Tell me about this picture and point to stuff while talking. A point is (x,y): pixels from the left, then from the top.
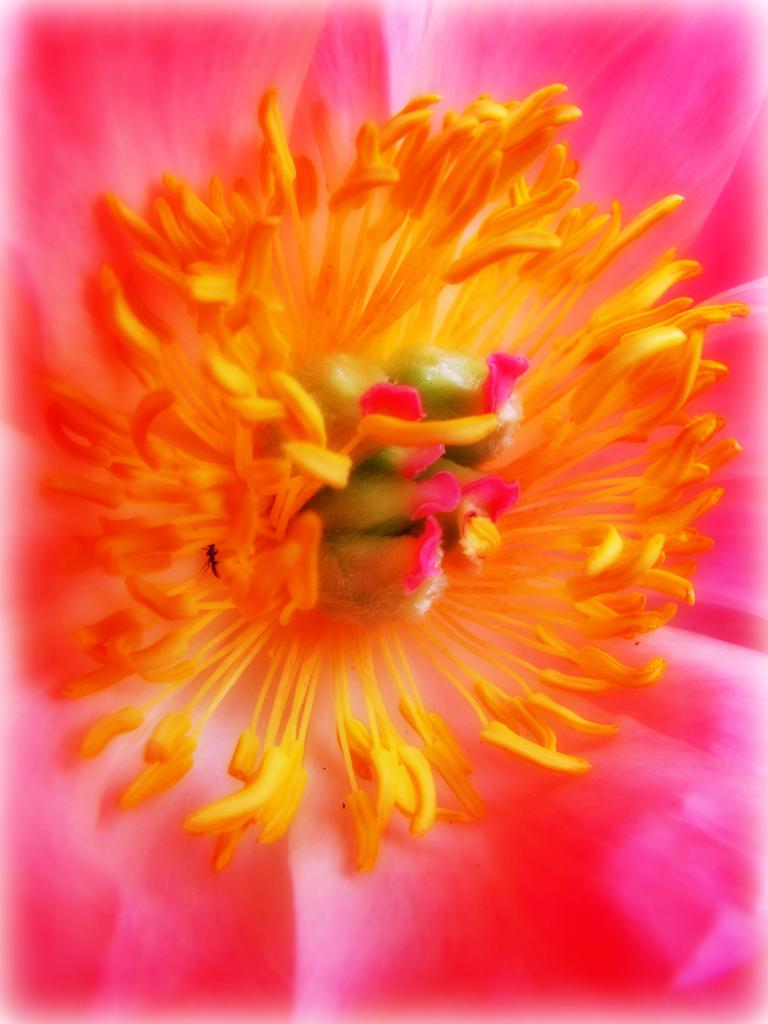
In this image we can see a flower (366,440).
